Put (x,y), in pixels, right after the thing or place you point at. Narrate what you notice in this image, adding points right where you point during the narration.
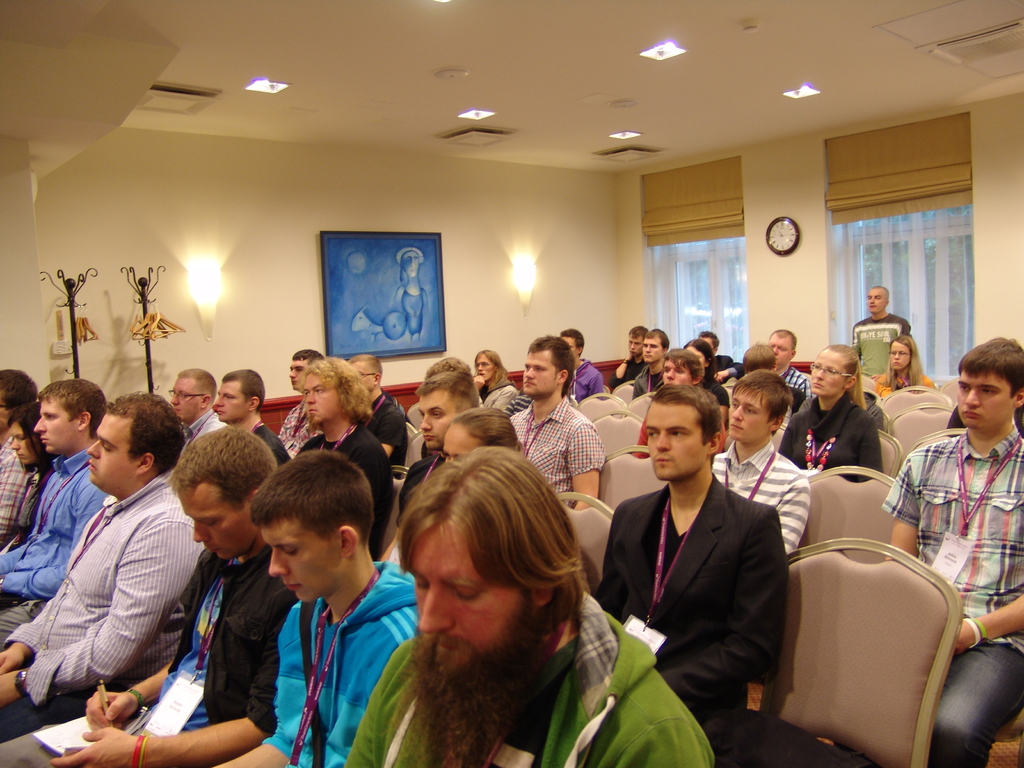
In this image there are windows (739,293), clock (775,235), lights (526,280), hangers (155,335), rods (153,386), picture (417,242), people (728,486), chairs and objects (176,704). Among them one person (878,372) is standing in-front of the window (904,270). Lights (520,267), picture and clock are on the wall (304,277). Another person (200,677) is holding a pen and a book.
